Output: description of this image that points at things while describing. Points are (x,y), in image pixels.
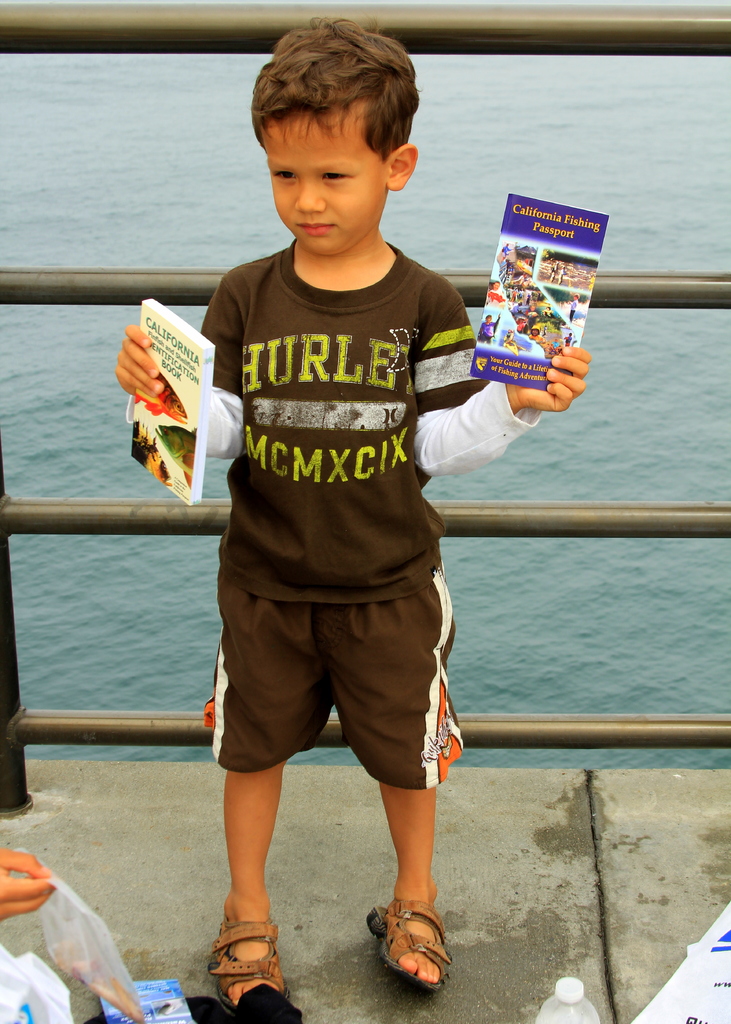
Here we can see a boy (298,541) holding books (545,250) with his hands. There are plastic covers (6,980) and a bottle (566,1011). In the background (615,455) we can see water (90,220).
